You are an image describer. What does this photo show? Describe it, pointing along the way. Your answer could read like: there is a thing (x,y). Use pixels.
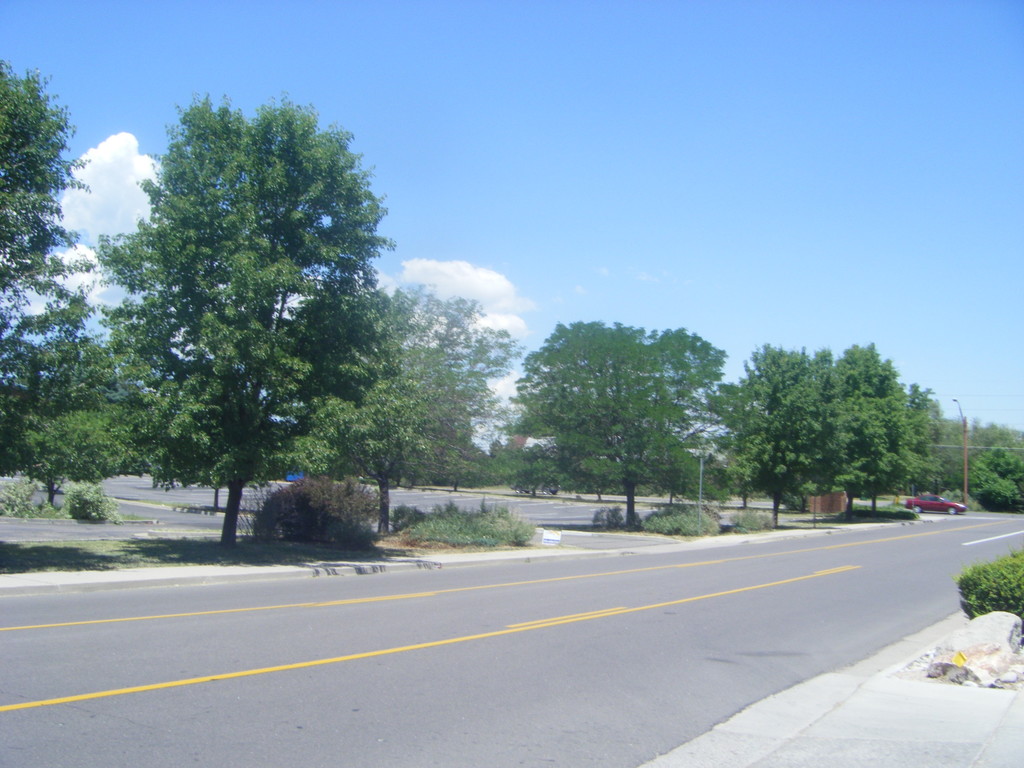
In this image we can see trees (328,407), sky (149,120). There is a car (931,506) on the road (572,623). There are poles (959,410).
